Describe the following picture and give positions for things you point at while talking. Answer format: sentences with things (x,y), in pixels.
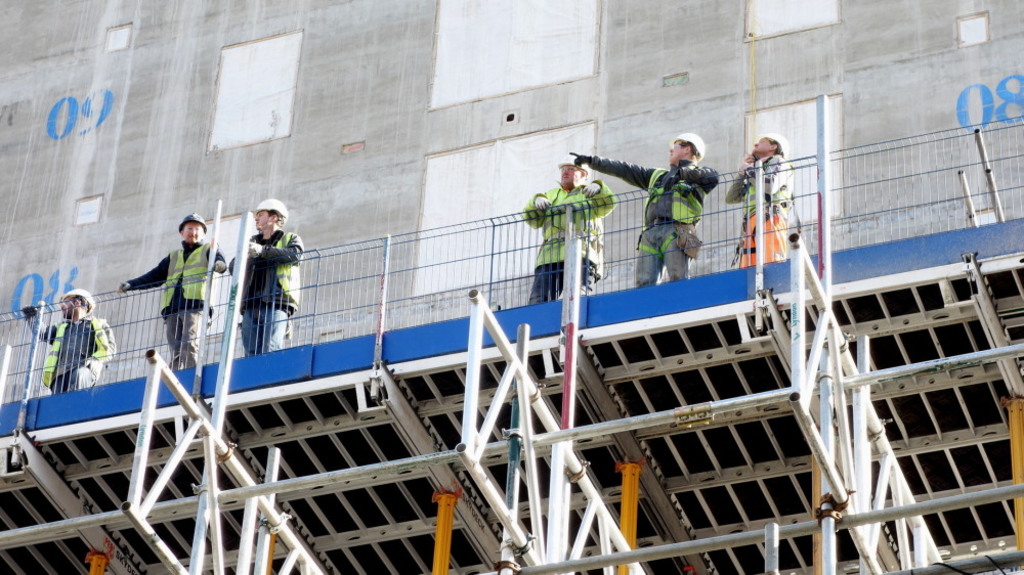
In this picture we can see some people (598,218) are standing, they wore helmets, in the background (233,217) there is a building (315,71), at the bottom (141,468) we can see some metal rods (648,453), we can see railing (485,279) in the middle (473,239).
